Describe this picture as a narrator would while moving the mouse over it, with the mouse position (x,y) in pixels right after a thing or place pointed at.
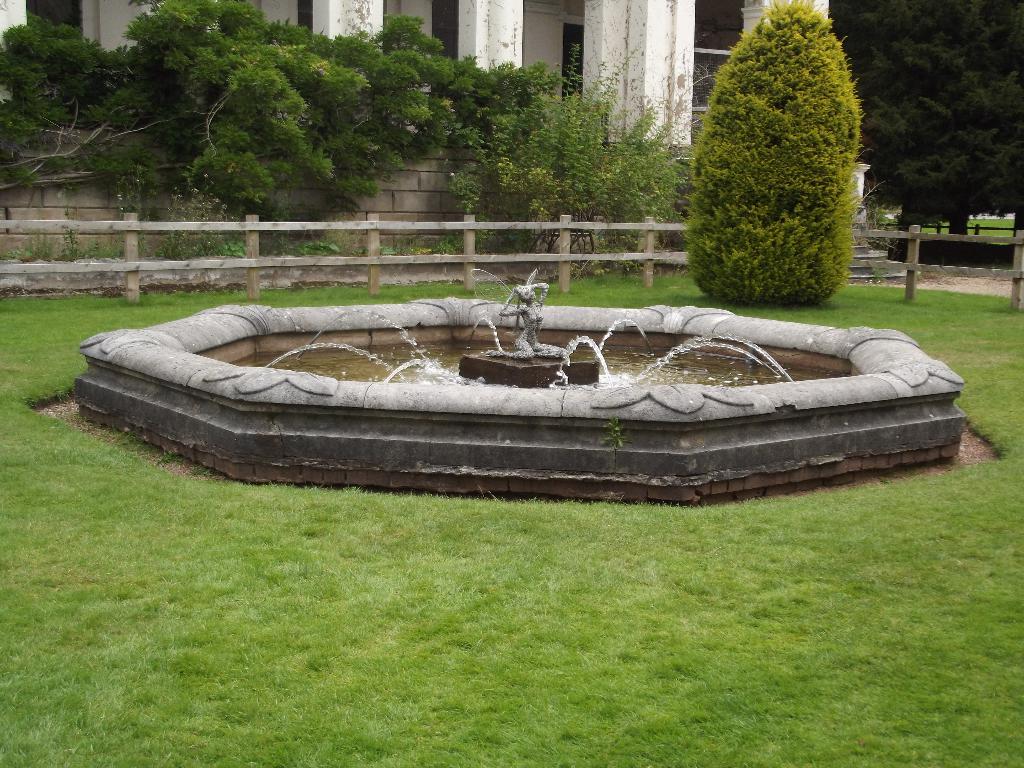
In this image there is a fountain (537,325), around the fountain (317,328) there is garden (87,499), in the background (275,243) there is fencing (312,225), trees (696,255) and a building (561,37).
